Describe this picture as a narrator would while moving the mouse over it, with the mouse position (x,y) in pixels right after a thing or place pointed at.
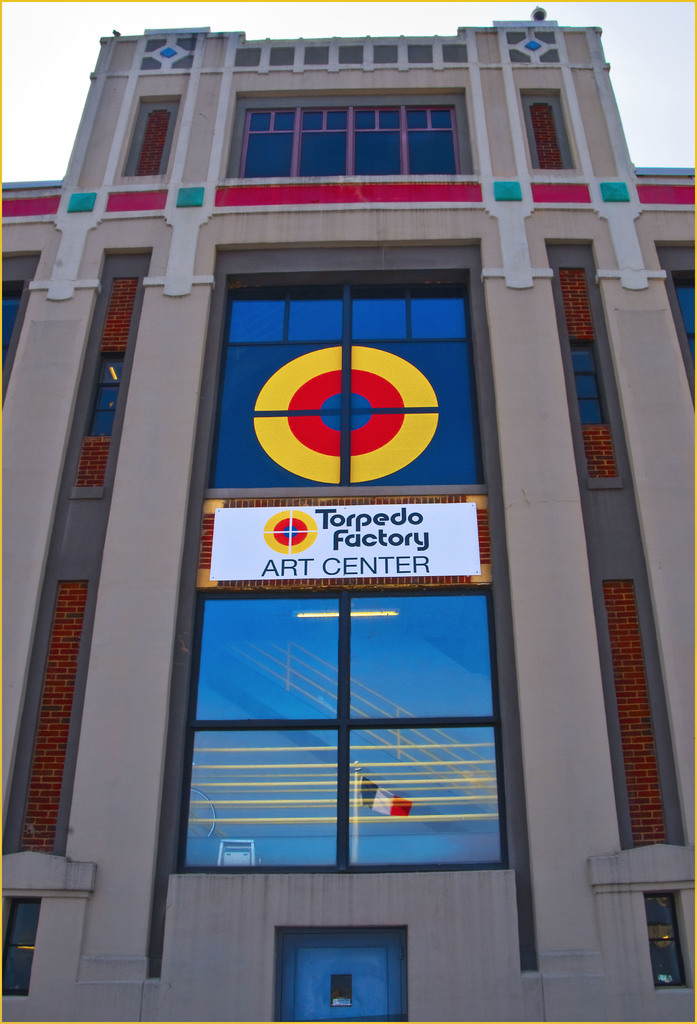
The picture consists of a building (226,493). In the center of the picture (270,602) there is a glass window (382,417) and text (338,544). At the bottom (303,970) there is door (348,986).
